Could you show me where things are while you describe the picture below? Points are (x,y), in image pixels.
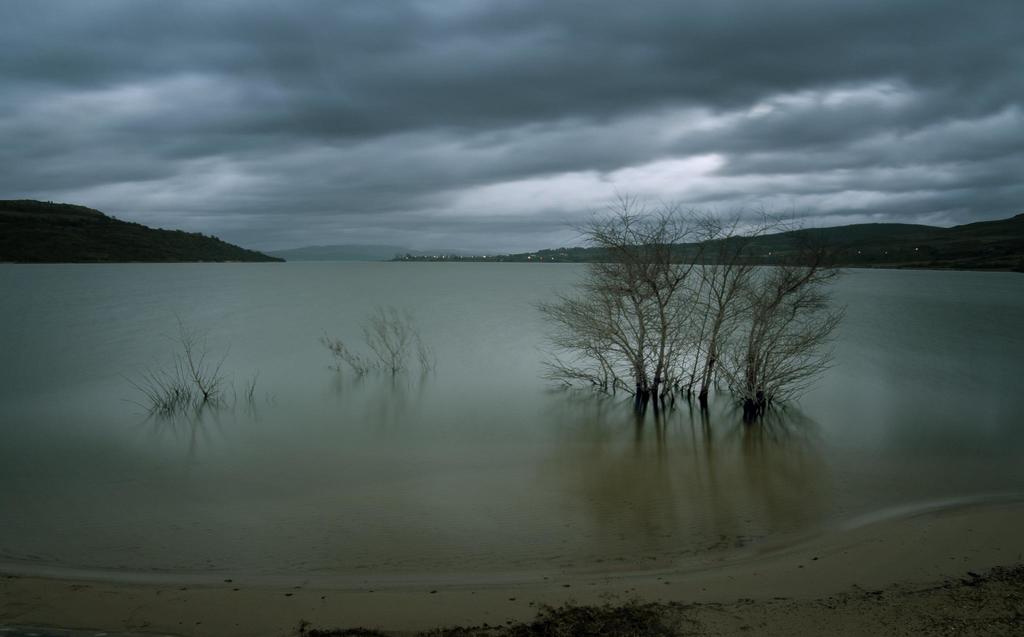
We can see trees (659,275) in water (417,378). On the background (529,222) we can see hills (269,258) and sky (422,210) with clouds (452,77).
